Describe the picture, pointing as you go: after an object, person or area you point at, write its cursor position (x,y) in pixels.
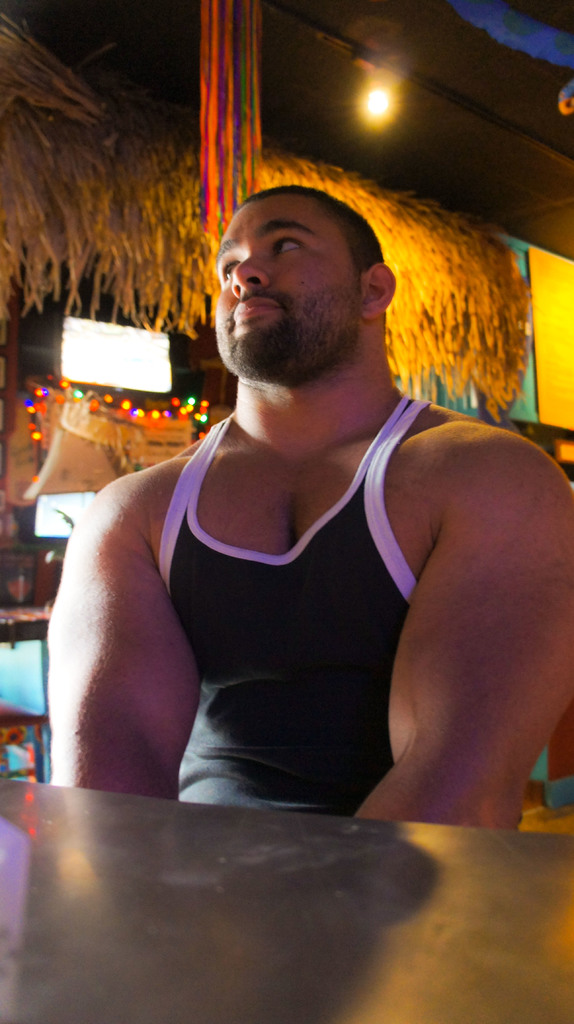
In this image there is a person (211,798) near a table (154,840), there are lights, television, hut (43,253) and some objects (72,462).
